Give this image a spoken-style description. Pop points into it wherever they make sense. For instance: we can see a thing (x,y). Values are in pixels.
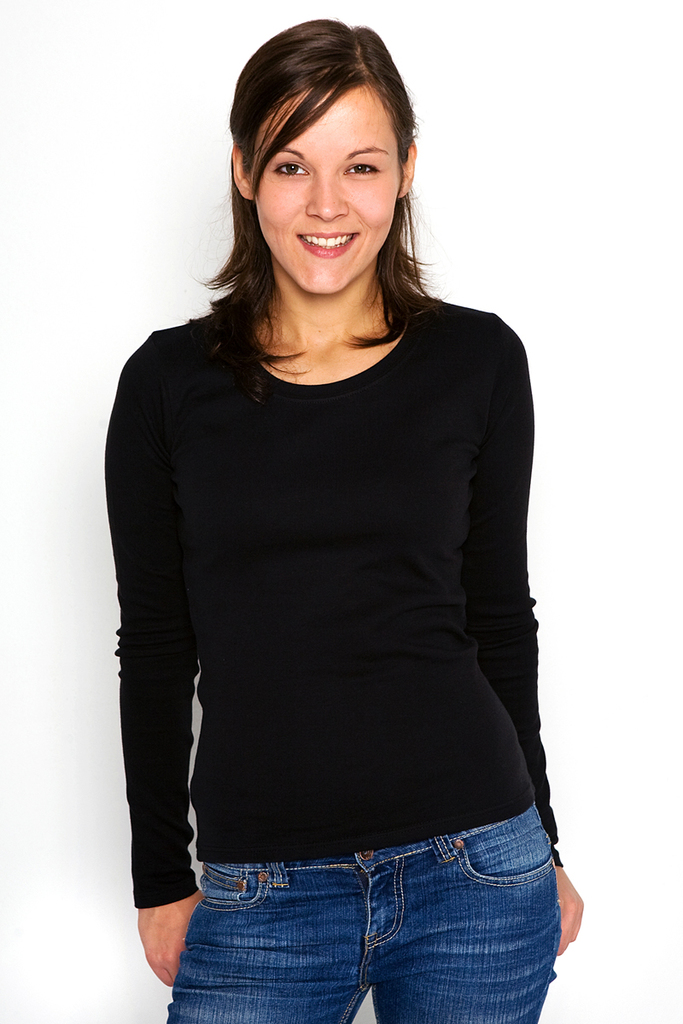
In the center of the image (363,469) we can see a woman (400,561) standing.
